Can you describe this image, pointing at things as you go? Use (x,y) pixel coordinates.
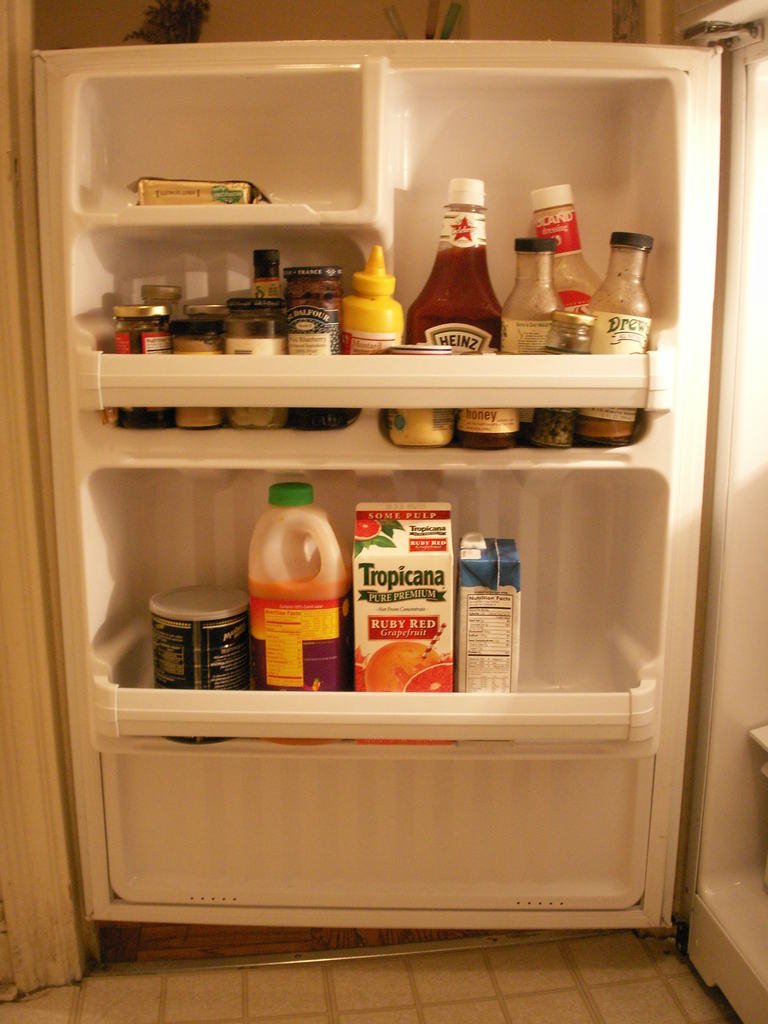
It is a door (315,487) of the refrigerator (307,753). There are few bottles (238,323), containers (293,316) are placed on the racks (551,697). At the bottom (286,978), there is a floor (425,986). Background (67,36) we can see a wall (64,45). Left side of the image (34,714), we can see a wooden pole (31,729). Here we can see an inside view of the refrigerator (724,770).
